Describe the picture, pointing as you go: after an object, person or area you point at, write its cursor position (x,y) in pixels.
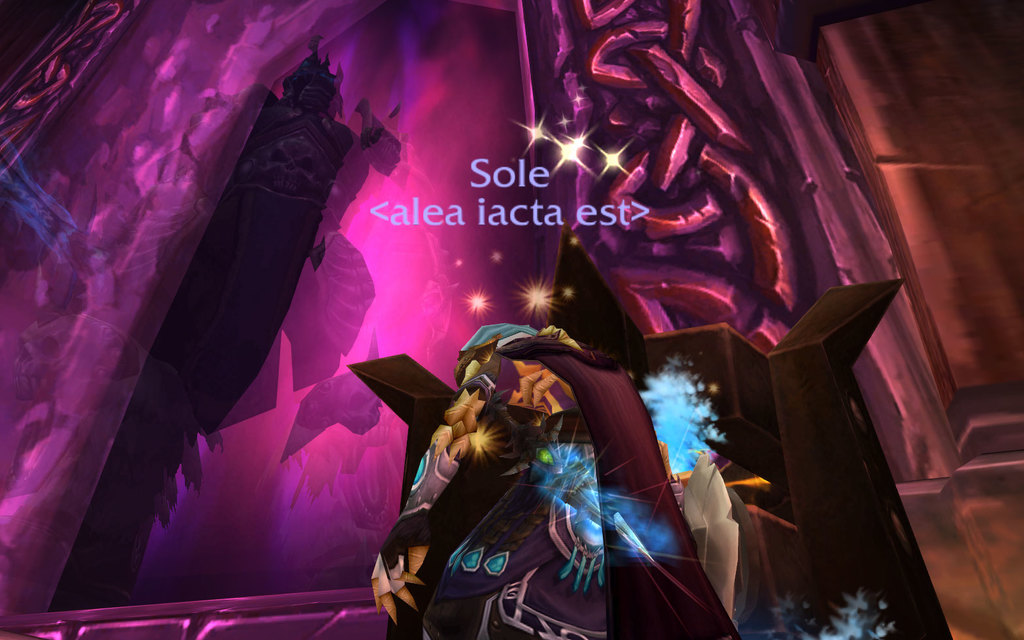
In the image I can see animation of a person (511,544) and some other things (301,453). I can also see something written on the image.
